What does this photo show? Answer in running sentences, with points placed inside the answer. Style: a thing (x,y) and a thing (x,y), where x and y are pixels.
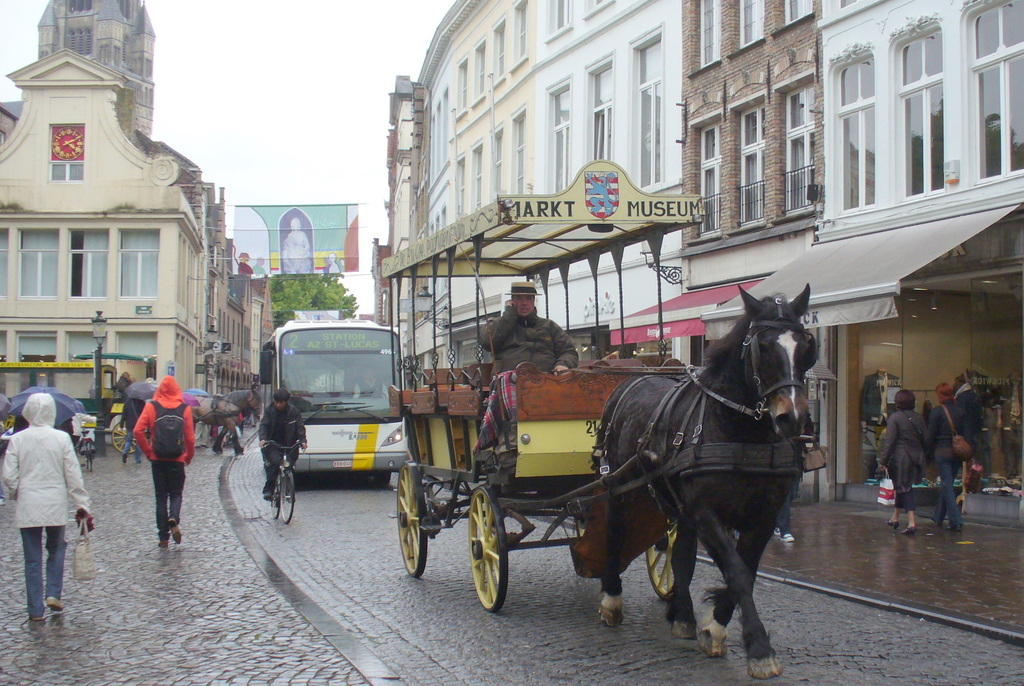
In this picture I can see horse cart (640,468) on which a person (521,362) is sitting on it. In the background (186,268) I can see buildings (68,258), tree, people (188,458), vehicles (323,428), bicycle (282,457) and street lights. I can also see a banner (304,257) and sky (328,109). Some people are holding umbrellas (135,388).
